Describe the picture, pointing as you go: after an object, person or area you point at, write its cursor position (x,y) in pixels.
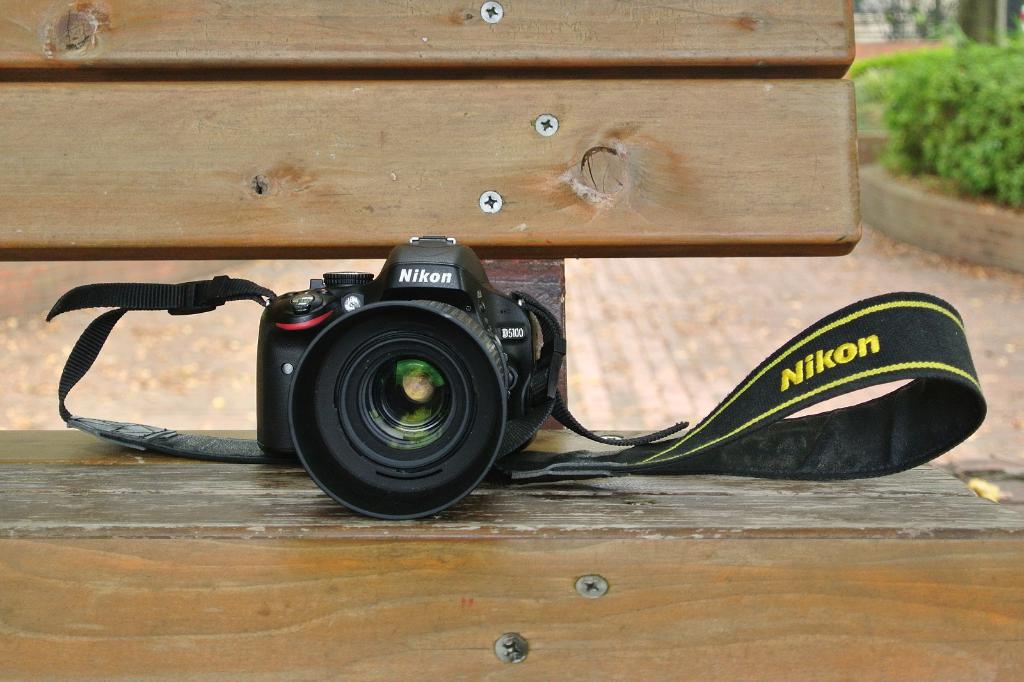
This image consists of a Nikon camera (383,375) kept on a bench (309,521). The bench (480,493) is made up of wood (190,576). Behind the bench (298,562), there is a road (745,318). In the background (947,109), there are plants (934,80).
